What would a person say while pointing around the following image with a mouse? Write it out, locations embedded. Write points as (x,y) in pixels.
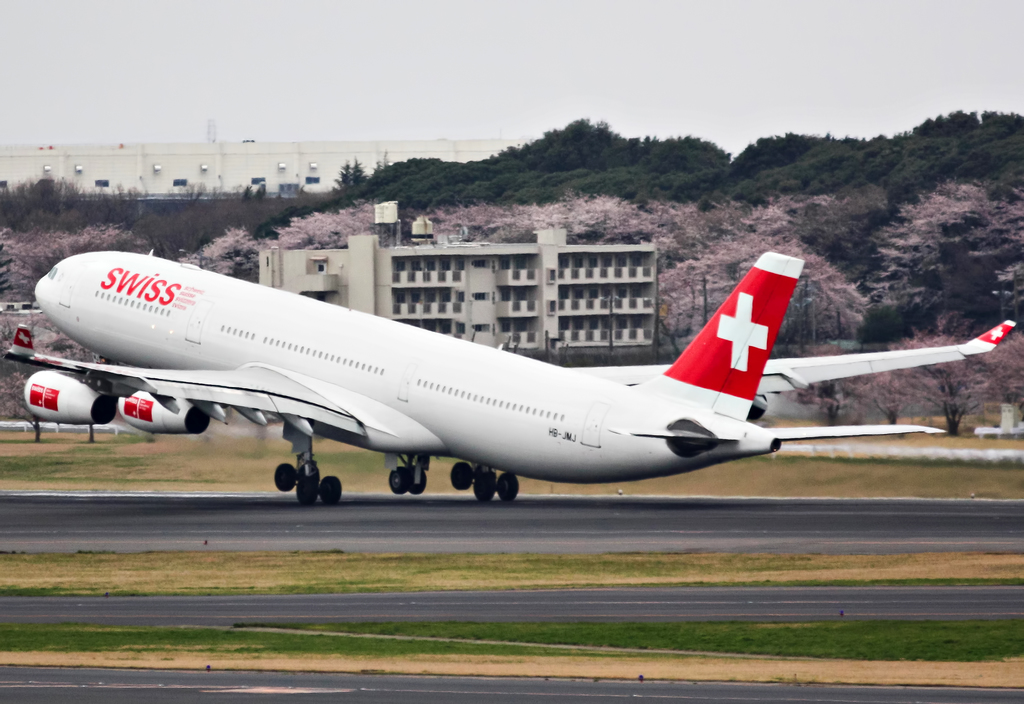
In this picture we can see an airplane (338,384) here, at the bottom (489,561) there is grass (586,633), in the background (668,298) we can see some trees (716,146) and a building (619,289), we can see the sky (454,44) at the top of the picture (522,30).
